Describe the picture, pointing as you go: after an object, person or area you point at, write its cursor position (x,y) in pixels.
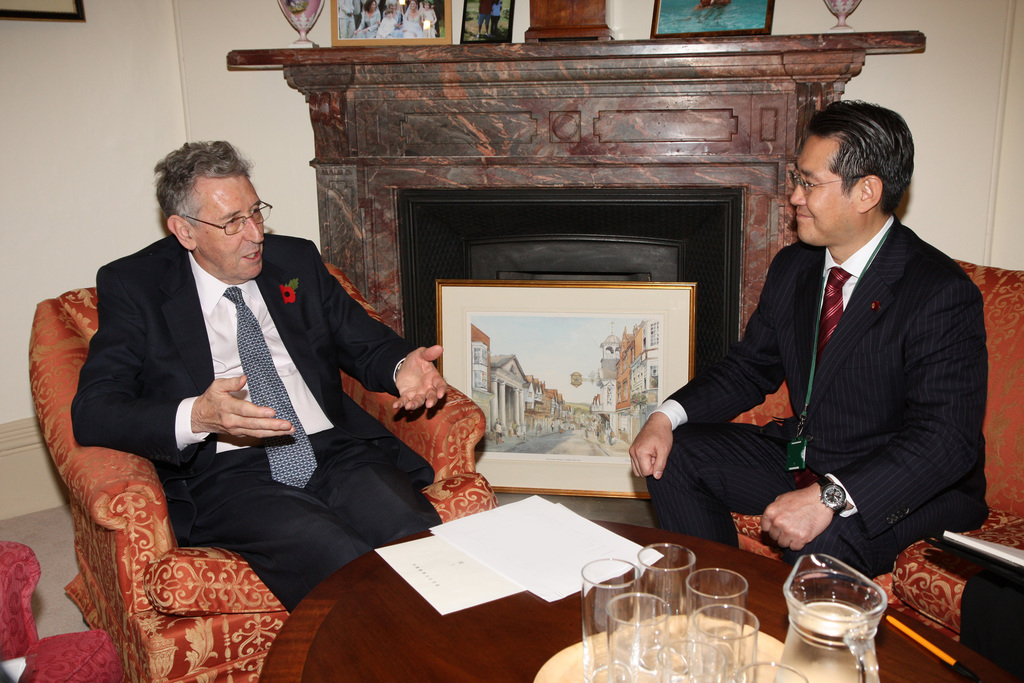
In this image i can see there are two men (726,373) who are sitting on a chair (81,306) in front of a table (387,680). On the table (682,596) i can see there are few glasses (652,613) and other objects (520,540) on it.
